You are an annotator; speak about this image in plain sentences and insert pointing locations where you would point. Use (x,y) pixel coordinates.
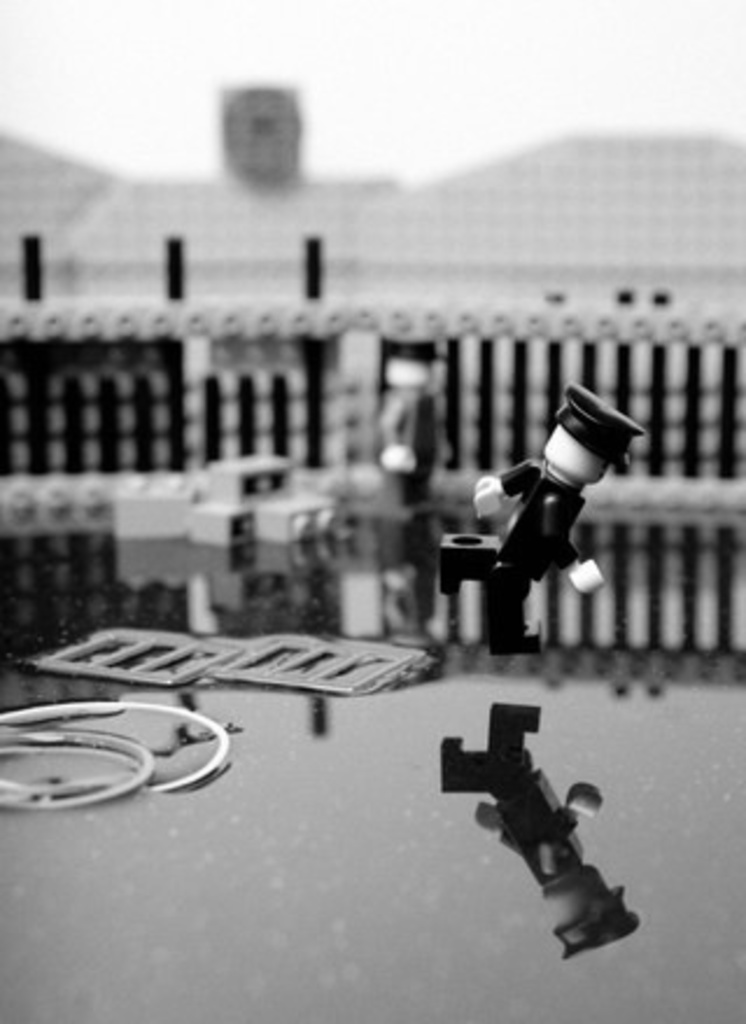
This is a black and white picture. Here we can see a toy (575,563) and a fence (18,398). There is a blur background (678,135).
